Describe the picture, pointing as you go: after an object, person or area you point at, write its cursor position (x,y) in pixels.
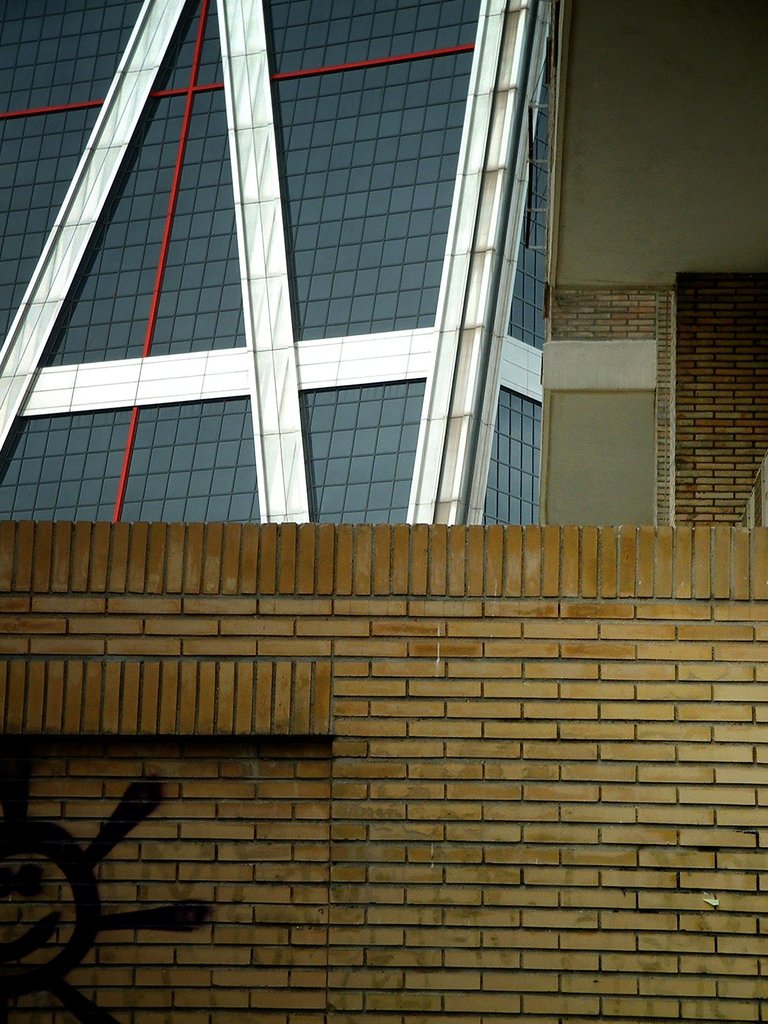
This is a wall (380,725) in the down side.
